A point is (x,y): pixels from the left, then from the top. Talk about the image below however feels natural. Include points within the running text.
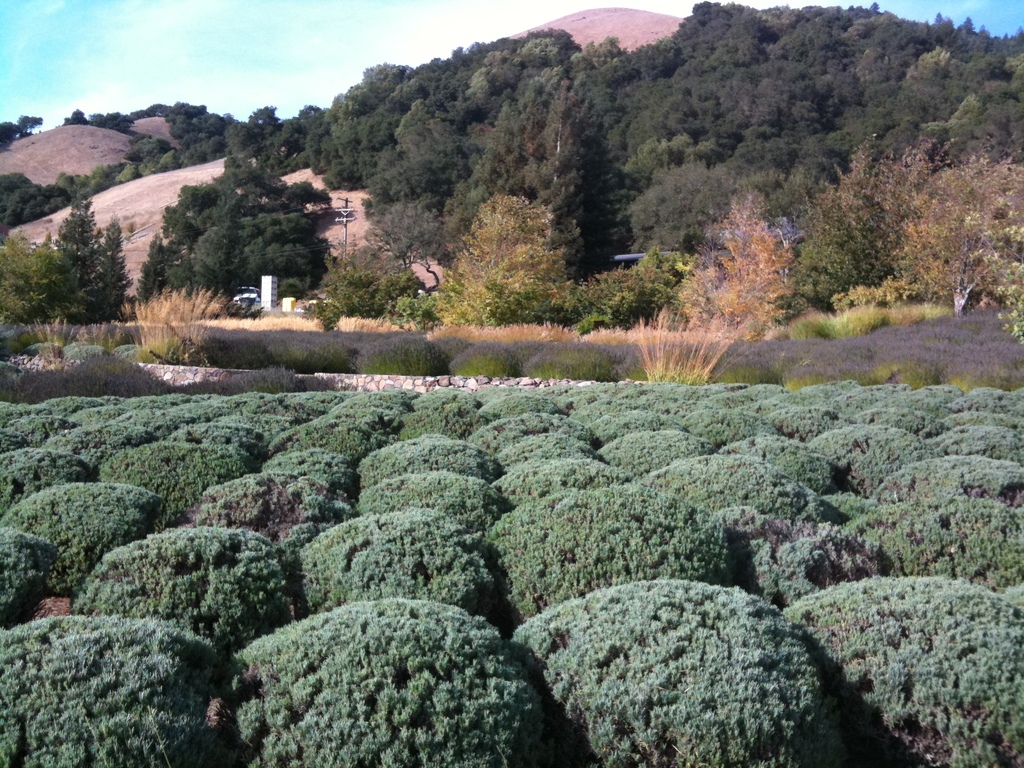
In this picture we can see small plants (523,579) in the front (523,579) bottom side. Behind there is a mountain (644,25) and trees (571,106).
